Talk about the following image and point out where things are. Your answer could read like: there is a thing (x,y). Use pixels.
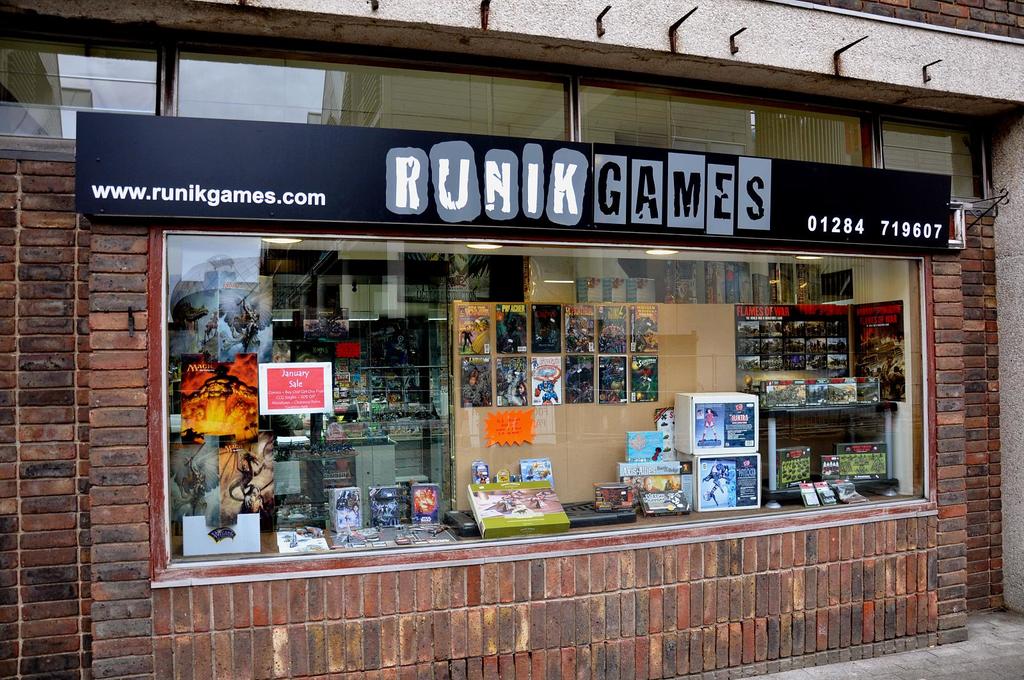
In this image there is a road (944,676) at the bottom (938,660). There is a wall (12,291) on the left (65,514) and right corner (1009,432). There is a glass window (320,417) in which we can see many objects (637,341). And there is text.
